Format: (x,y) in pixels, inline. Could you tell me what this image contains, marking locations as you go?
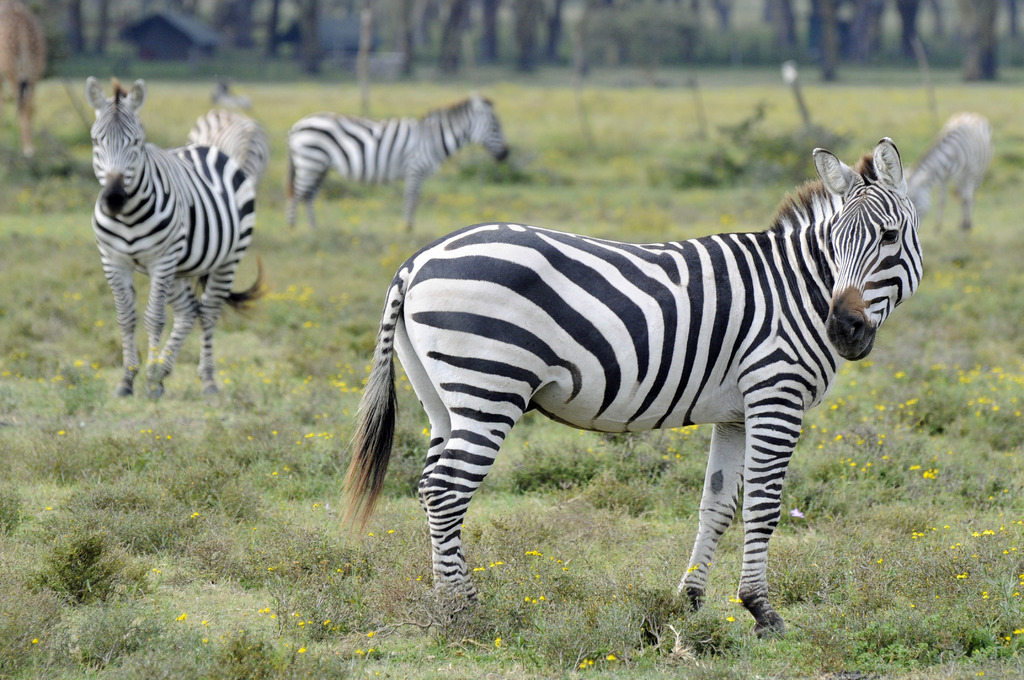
In this image on the ground (296,225) there are many zebras (233,144). In the background (166,38) there are buildings (157,57), trees (527,47). On the ground (624,639) there are flower plants (505,637).
